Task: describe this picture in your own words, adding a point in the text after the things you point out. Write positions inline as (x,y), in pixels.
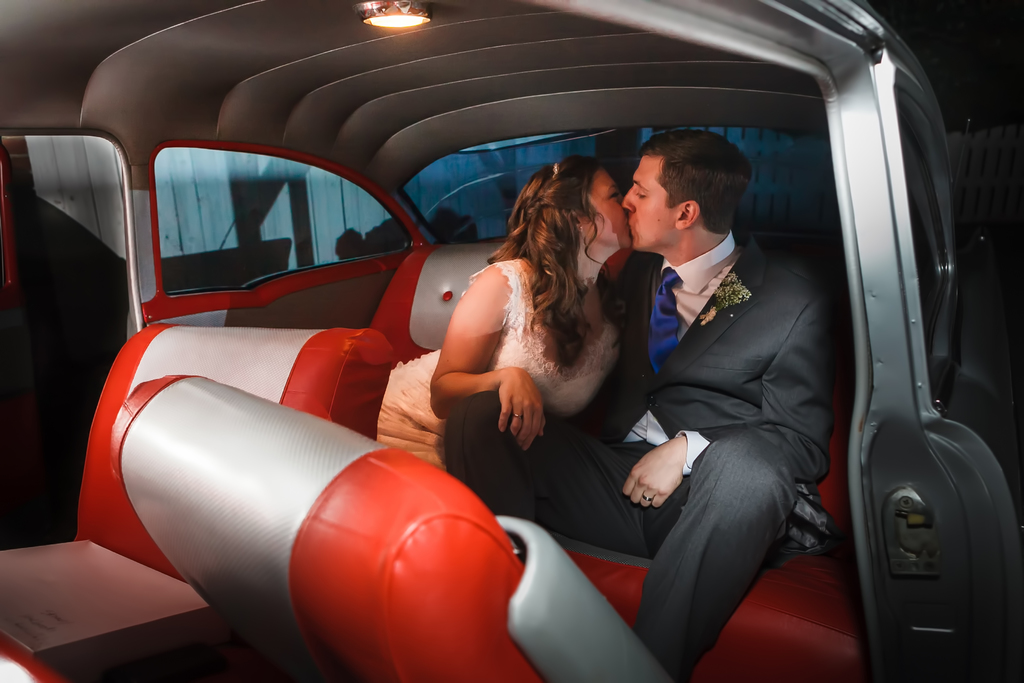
This image is taken inside a car (176,106). There are two persons (687,231) in this car (263,180) a woman (500,334) and a man (681,499). In the left side of the image (202,497) there is a front seat (158,516) of a car (212,423). At the top of the image (536,31) there is a roof (324,30) and a light (378,21).
